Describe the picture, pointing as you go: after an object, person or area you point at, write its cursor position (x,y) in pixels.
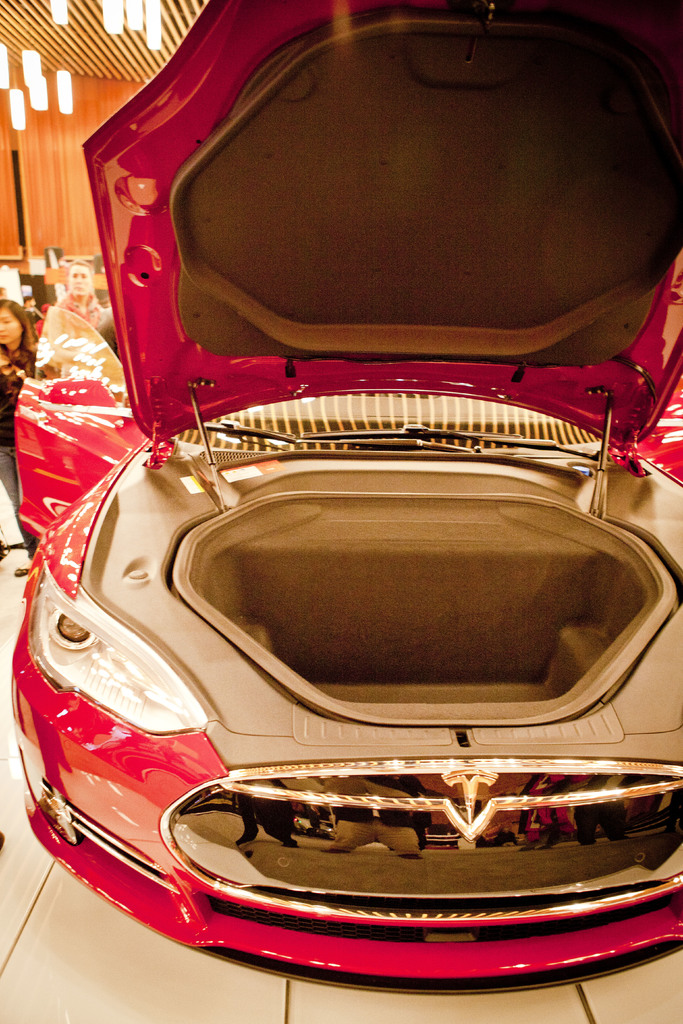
In this image we can see the trunk (320,603) of a car (325,496), people (81,278) standing on the floor (59,952) and electric lights (60,97) hanging from the top.
